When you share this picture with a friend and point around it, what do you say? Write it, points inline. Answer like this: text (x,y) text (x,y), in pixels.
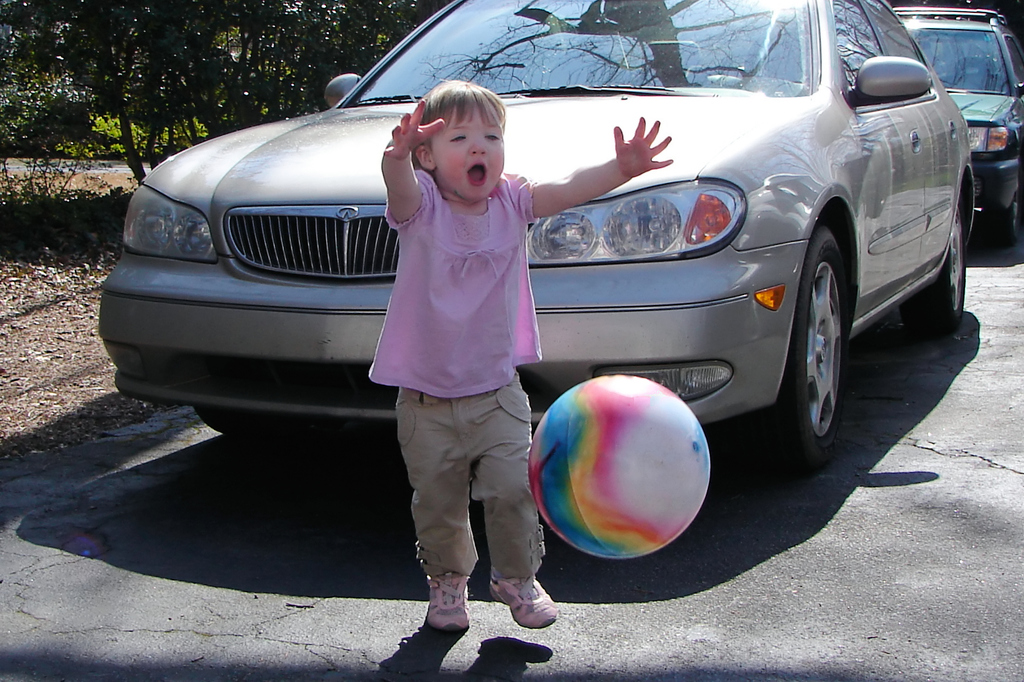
In this image we can see a child (479,355) playing with a ball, there are some vehicles (261,172) on the road (263,601) and in the background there are trees (187,132).
